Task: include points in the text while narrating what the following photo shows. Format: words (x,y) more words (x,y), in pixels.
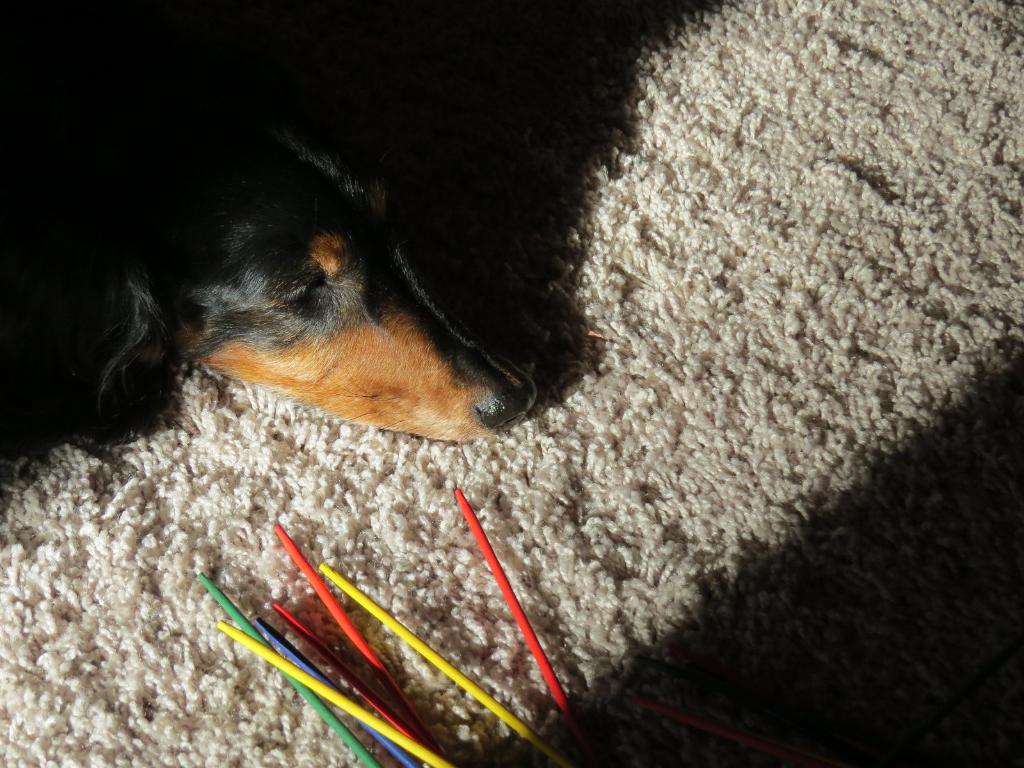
In this image we can see a dog (243,192), and some sticks (311,665) on the mat (626,315).
